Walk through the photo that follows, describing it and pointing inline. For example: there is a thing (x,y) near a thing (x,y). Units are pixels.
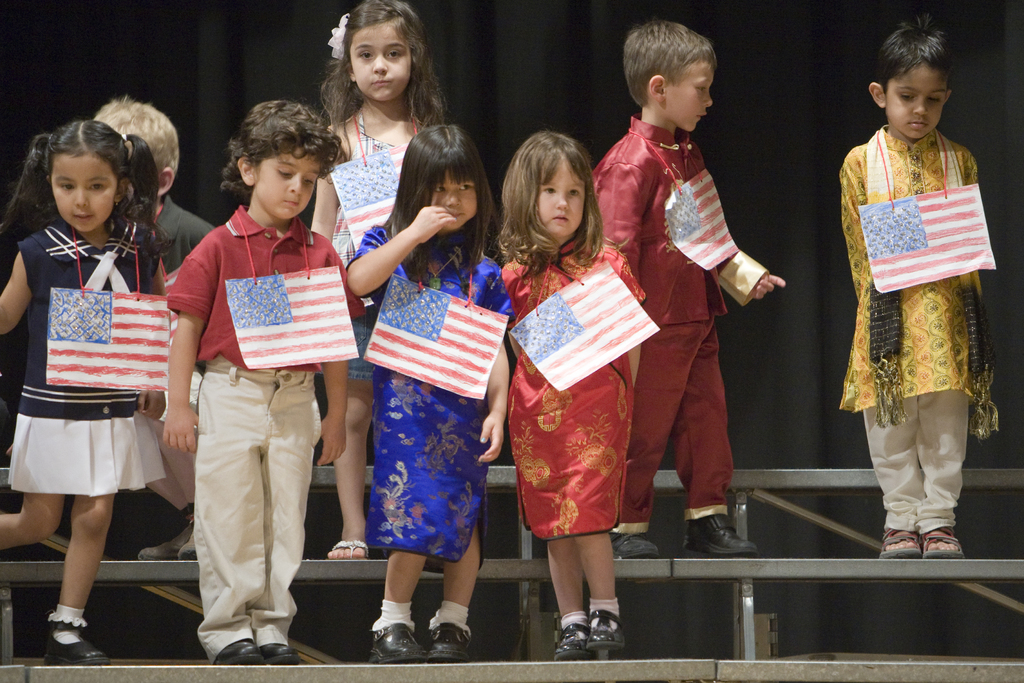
In this image there are some children (38,394) standing and they are wearing some boards (162,344), on the boards (163,353) there is drawing of flag (902,237). And at the bottom (656,561) there are stairs (769,562), and in the background (155,62) there is curtain (728,36).
